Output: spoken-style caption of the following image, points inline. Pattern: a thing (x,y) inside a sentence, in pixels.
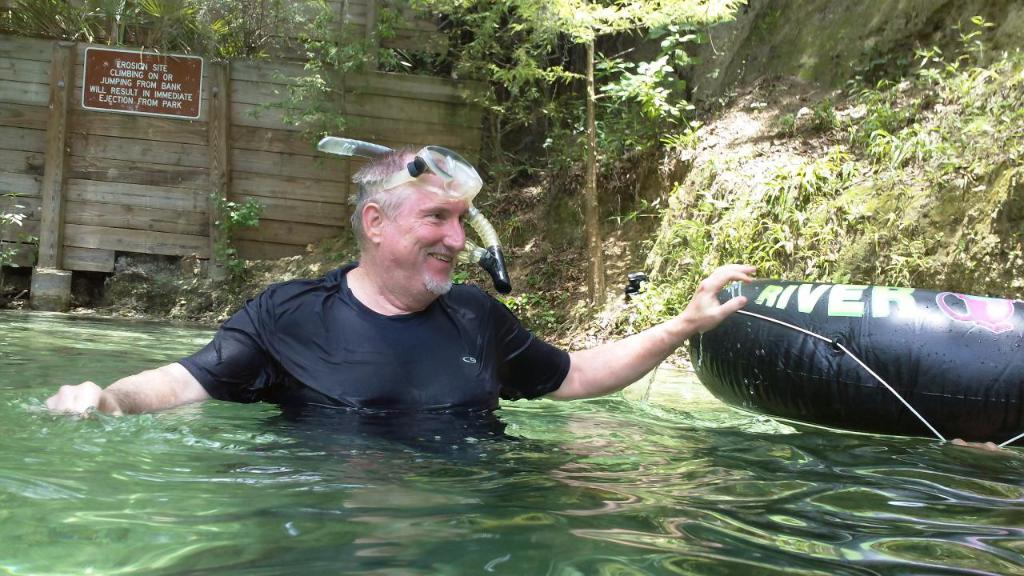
In the foreground of the picture (150,403) there is a water body (664,400), in the water (5,558) there is a person (354,323) and an object (803,356). In the background (334,33) there are trees (627,77), plants (788,255), soil (729,155), wall (428,82), board (151,86) and other objects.
